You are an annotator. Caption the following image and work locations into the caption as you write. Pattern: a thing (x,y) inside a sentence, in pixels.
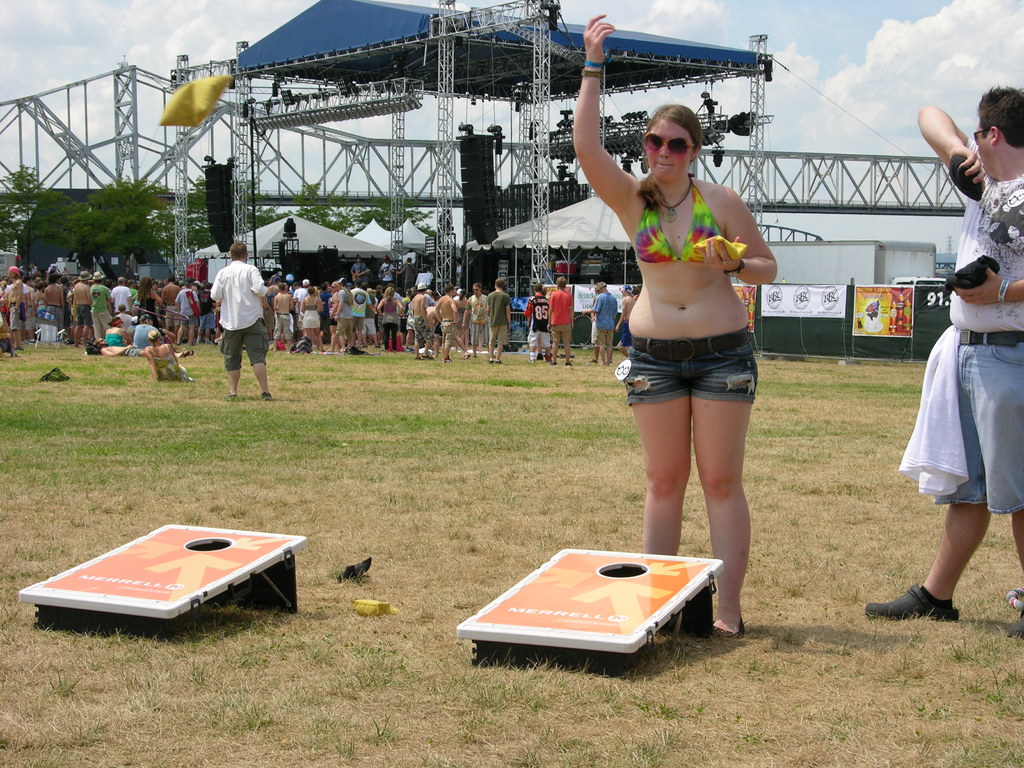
Land (349,446) is covered with grass (320,477). Here we can see people (237,290). Background (659,46) there is an open shed (673,38), tent (601,218), speakers (466,202), banners (841,314) and trees (109,243). These two people (684,242) are holding objects (954,182). Sky (947,235) is cloudy.
